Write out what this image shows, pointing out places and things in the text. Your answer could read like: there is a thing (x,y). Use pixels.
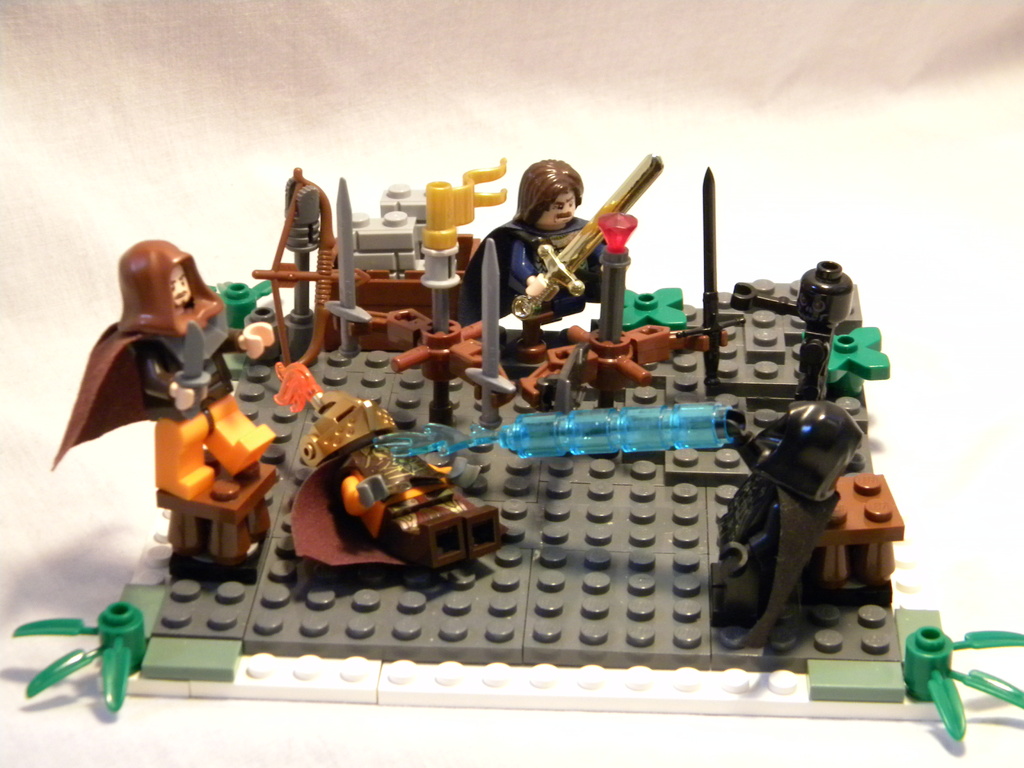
In the foreground of this image (581,265), there are toys (414,466) on a building blocks (557,587) which is on a white surface (236,709).
